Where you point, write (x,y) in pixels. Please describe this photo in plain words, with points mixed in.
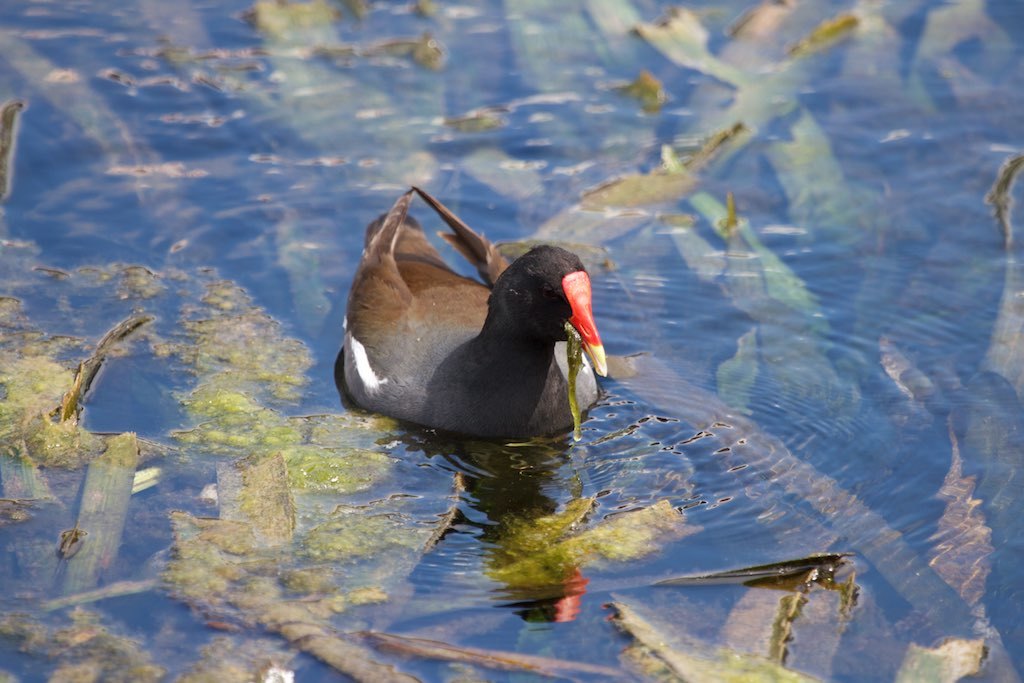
In this image we can see a bird (461,339) on the water (331,409) and there are few objects (670,538) inside the water (361,221).
